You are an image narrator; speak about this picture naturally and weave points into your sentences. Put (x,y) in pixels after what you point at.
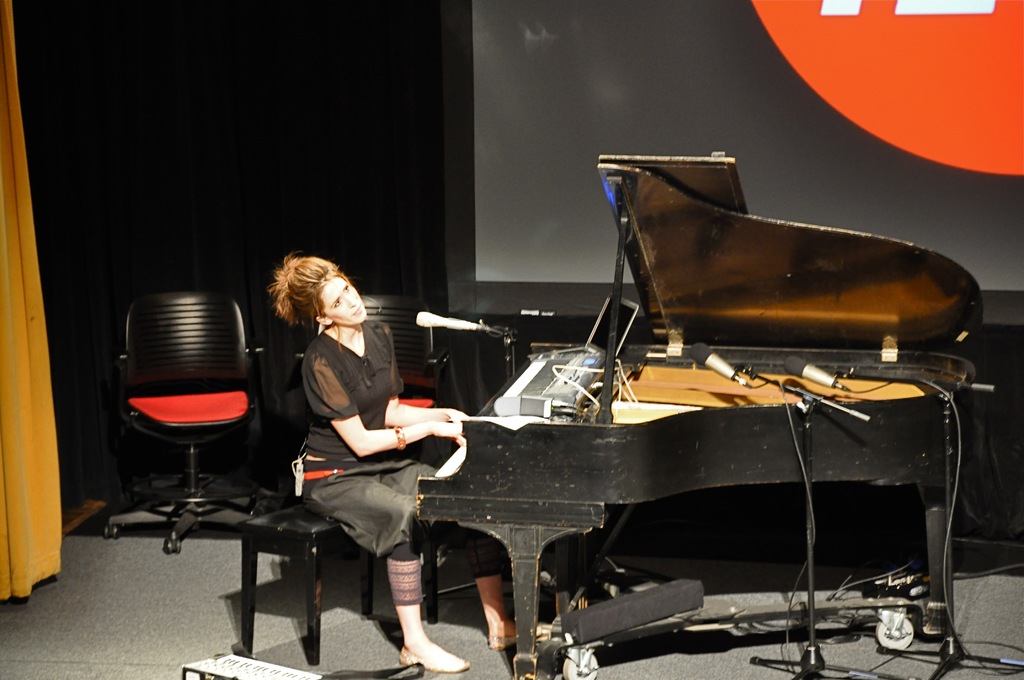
In this picture we can see woman (484,614) sitting on stool (313,521) playing piano (519,445) where on piano (622,438) we can see some rods (608,375) and aside to this we have mic (810,626), chairs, wires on floor (913,660) and in background (468,125) we can see screen (522,94), curtains (140,283).
